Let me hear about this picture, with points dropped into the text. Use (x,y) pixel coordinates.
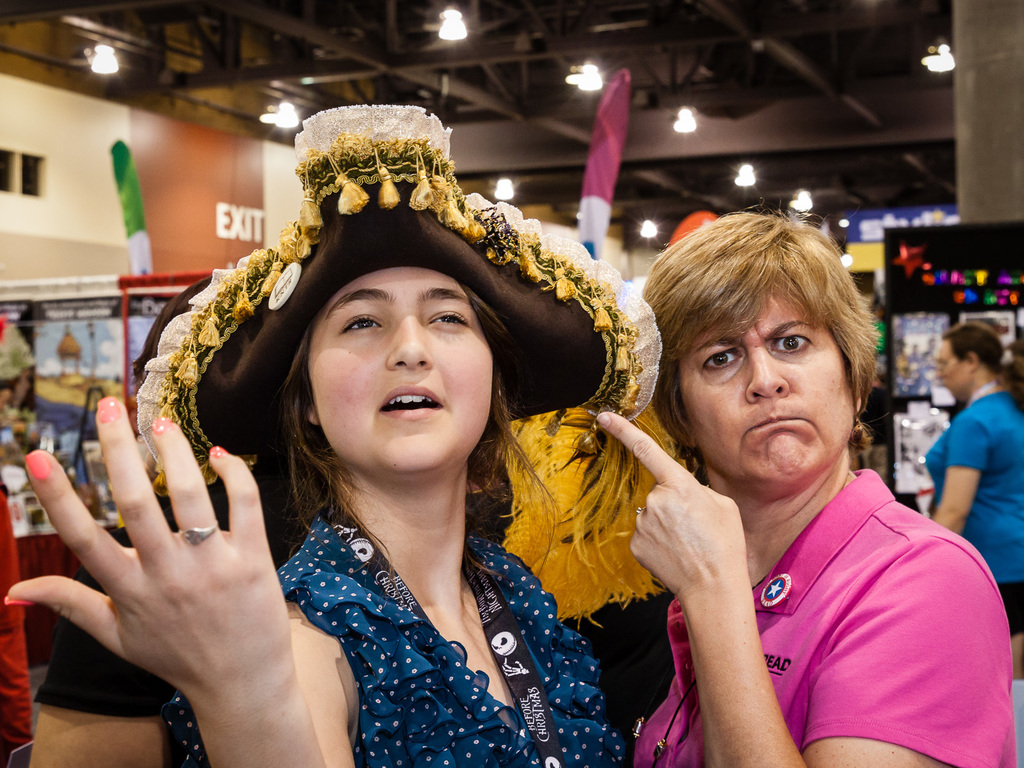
In this picture I can see the two women (588,312) in the middle (677,345), on the right side (997,341) there is another woman (978,483) wearing the blue color t-shirt (993,464), at the top (497,184) there are lights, it looks like a store (995,55).
